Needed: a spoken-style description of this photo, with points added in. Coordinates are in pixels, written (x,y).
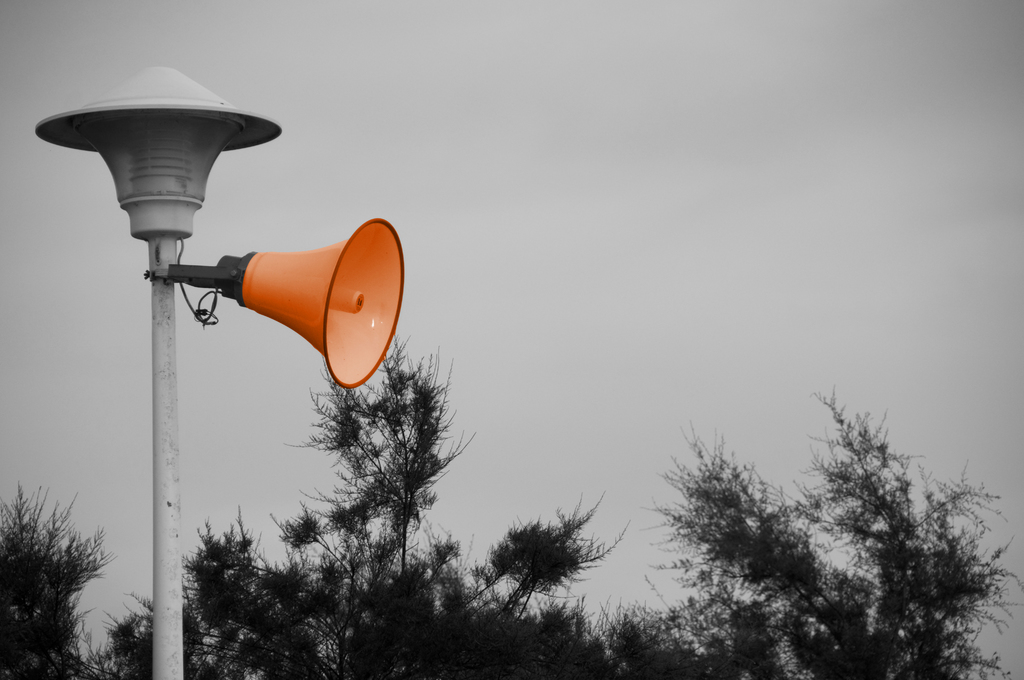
To the left side of the image (167,666) there is a pole (170,259), to which there is a speaker (335,260). At the bottom of the image (433,552) there are trees (294,566). In the background of the image (716,171) there is sky (533,241).
